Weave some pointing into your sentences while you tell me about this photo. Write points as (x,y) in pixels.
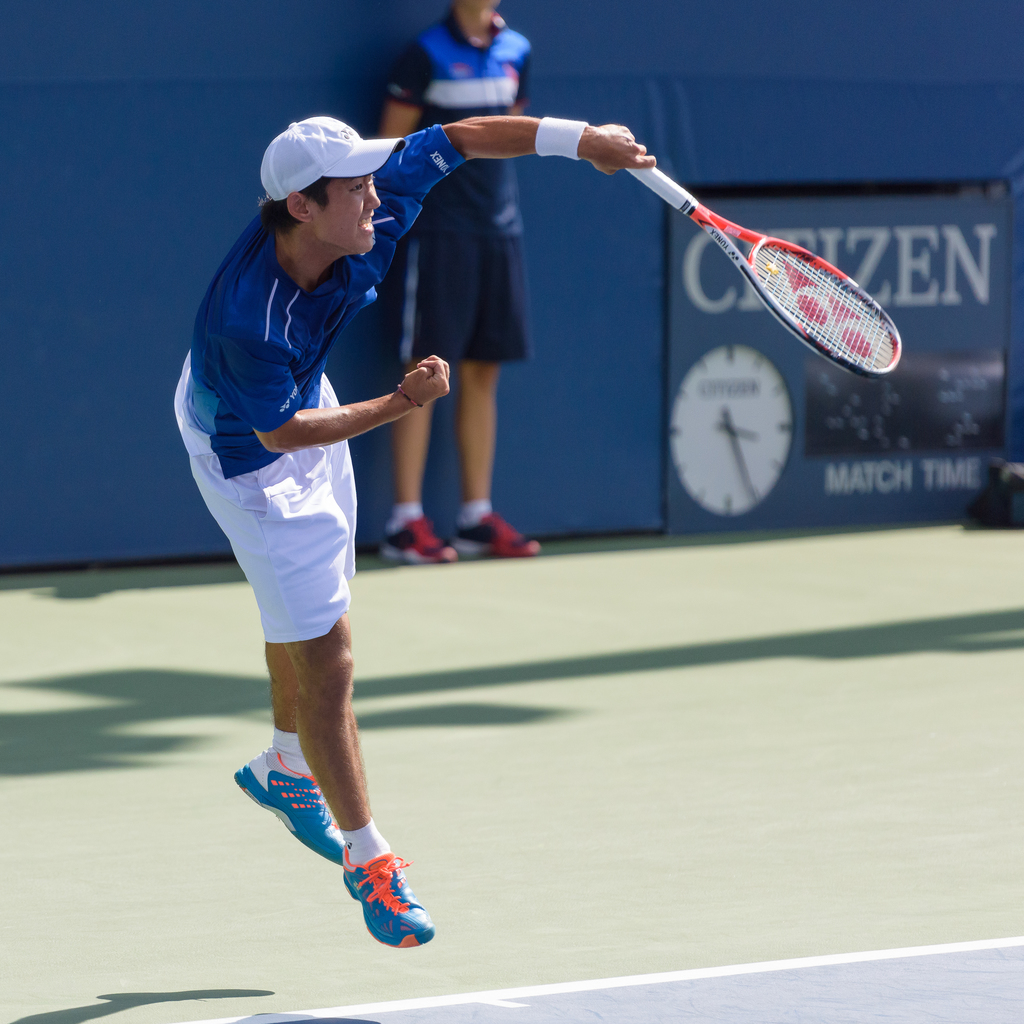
In this image there is a man (588,156) jumping and holding a tennis racket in his hand (623,136) and at the back ground (624,27) there is another person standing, hoarding (682,385).
